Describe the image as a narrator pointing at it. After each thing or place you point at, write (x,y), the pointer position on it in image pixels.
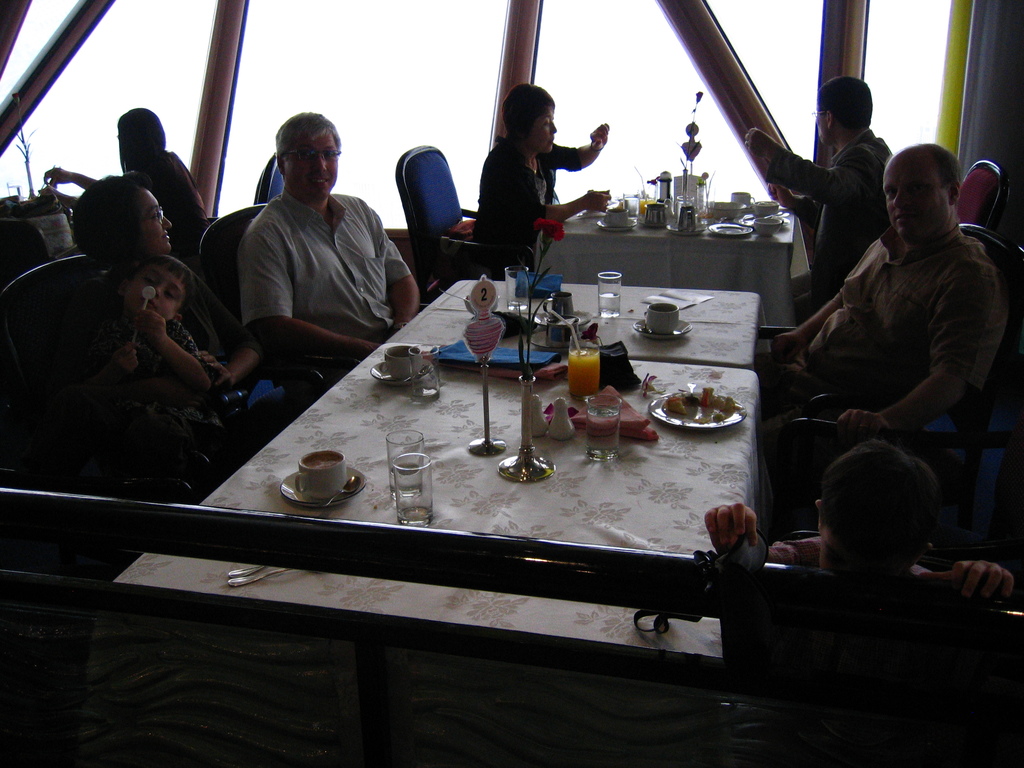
This image is taken in a restaurant (617,341) where a group of persons (806,347) are sitting on a chair (407,161). In the center (583,505) there is a table (533,482) covered with a white colour cloth (570,501). On the table (557,506) there are plates (710,410), cups (319,486), saucers (310,501), glasses (408,462). In the background (519,159) there are two person (520,173) sitting on a chair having food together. There is a window (345,48) with glass (390,81).
